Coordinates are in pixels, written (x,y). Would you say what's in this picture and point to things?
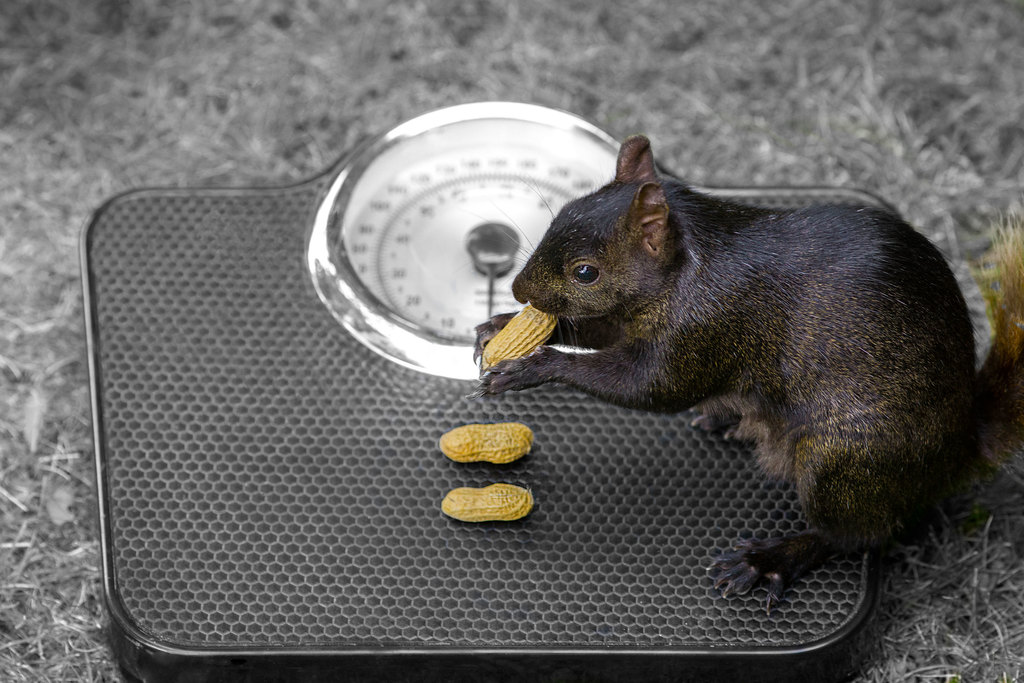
In this picture we can see a squirrel (643,404) holding a yellow object (527,332) in the hands (477,354). We can see a few yellow objects (497,450) on a weight scale machine (448,371). Some grass (44,649) is visible on the ground (392,93).
